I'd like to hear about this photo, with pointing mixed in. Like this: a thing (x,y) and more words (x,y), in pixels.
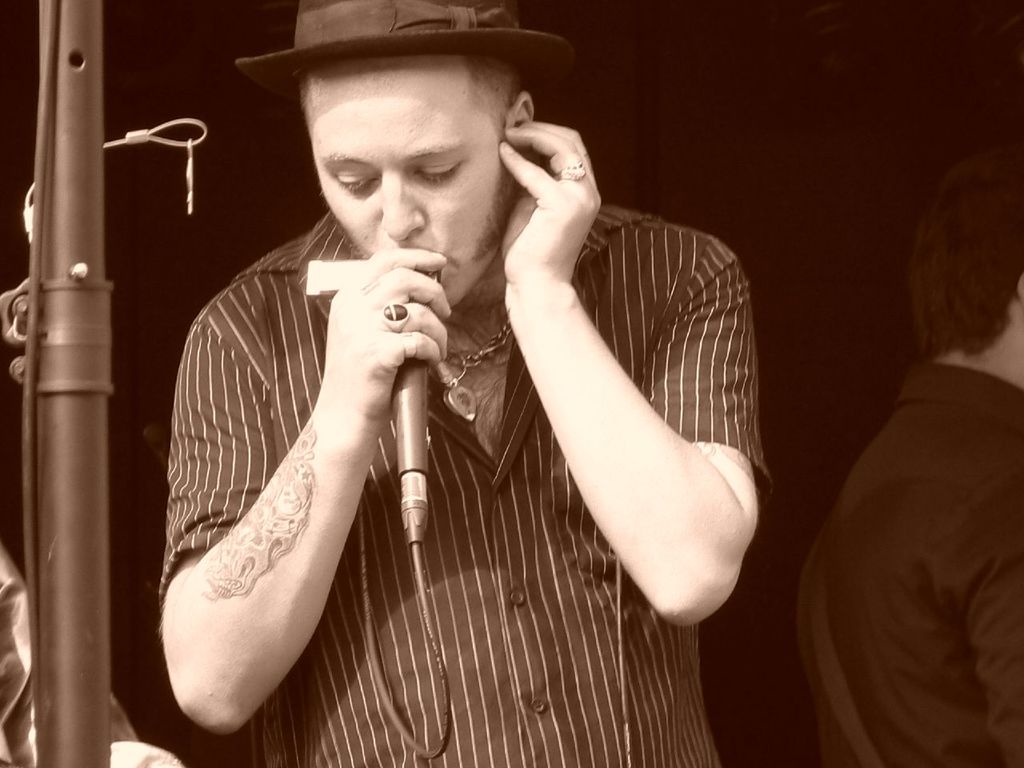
In this image we have a man (373,308) who is wearing a hat (433,32) and holding a microphone (420,429) in his hands (358,303). He has a tattoo (264,569) on the right side of the hand (283,523).
